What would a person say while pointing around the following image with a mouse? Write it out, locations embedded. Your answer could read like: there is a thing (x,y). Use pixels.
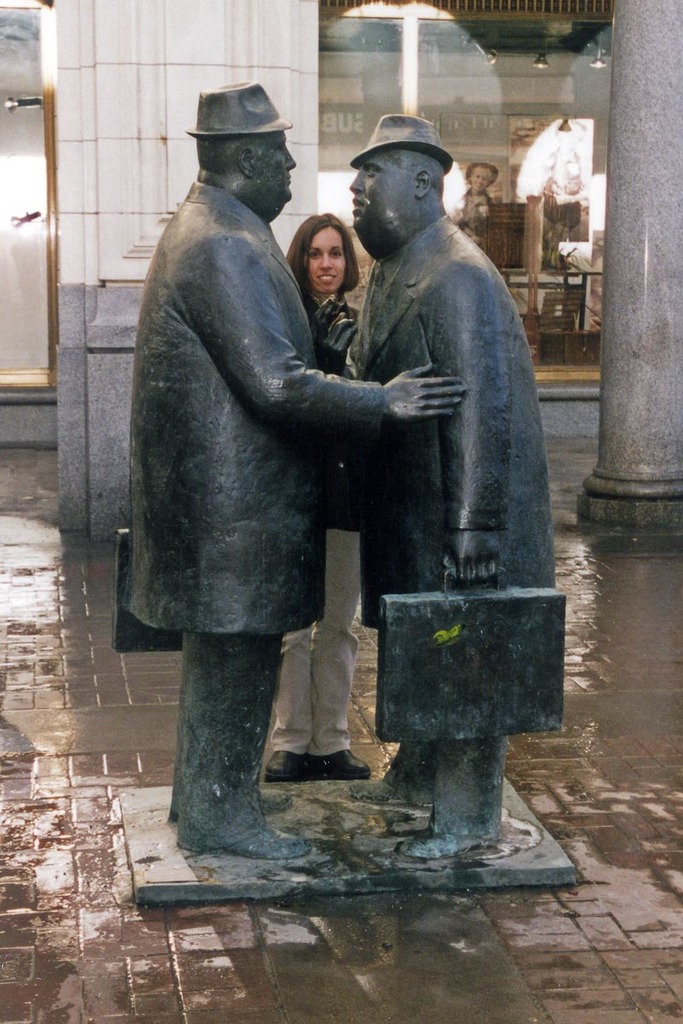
In the image there are two statues (253,440) and behind them there is a woman (326,268), in the background (183,197) there are two pillars (610,174) and behind the pillars (102,71) there is some store (519,72).
